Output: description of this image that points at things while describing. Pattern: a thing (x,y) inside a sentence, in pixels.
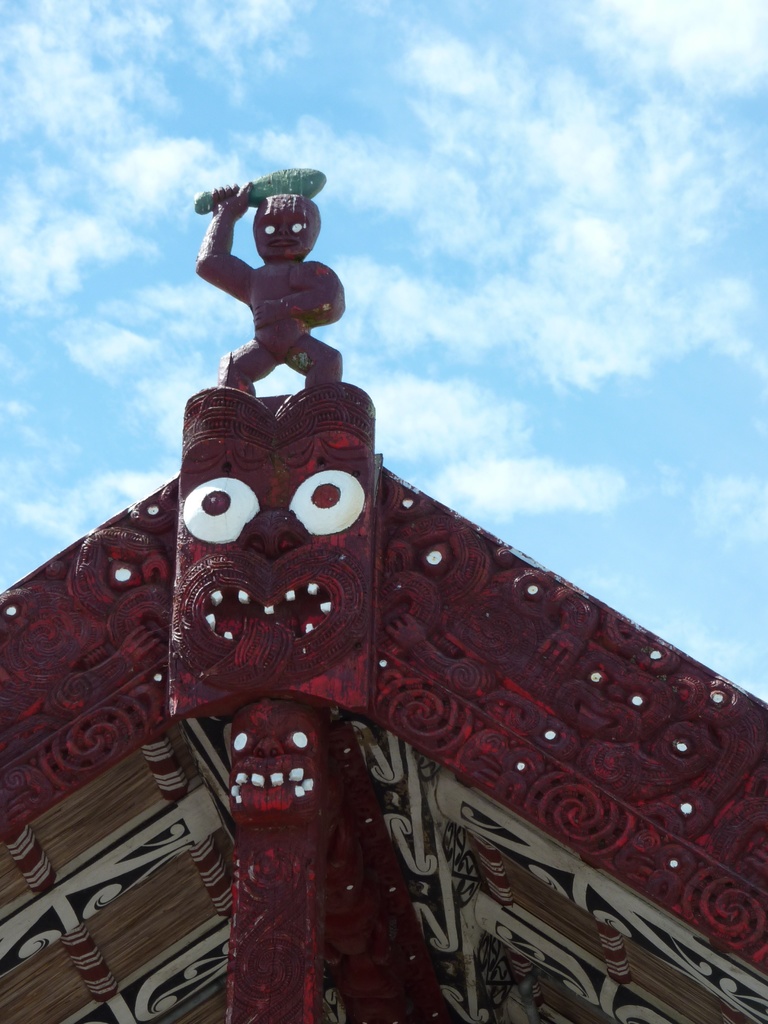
In this picture I can observe a statue (265,275) on the top of the building (253,600). The building (311,559) is in maroon color. In the background (134,234) I can observe some clouds (447,244) in the sky (265,131).
